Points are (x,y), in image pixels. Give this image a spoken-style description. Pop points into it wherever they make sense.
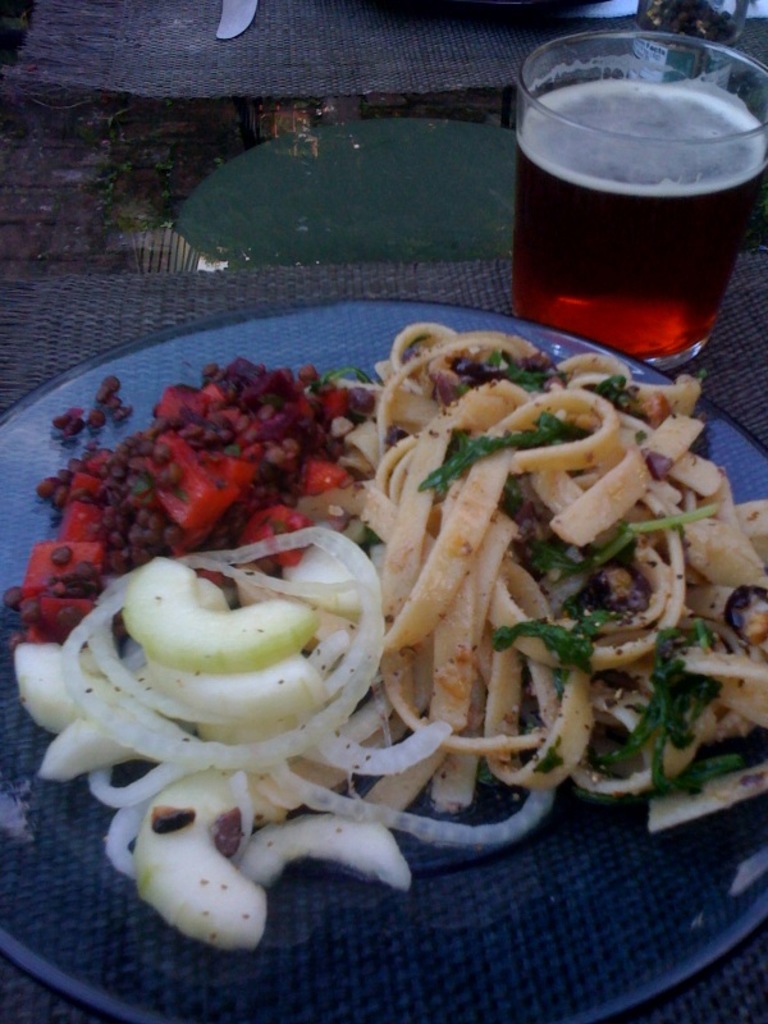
In this image I can see few food items (204,781) and they are in cream, white, red and green color and the food items (246,565) are on the plate (628,982). Background (645,228) I can see the glass (574,263) and I can see the liquid (613,253) in it.
